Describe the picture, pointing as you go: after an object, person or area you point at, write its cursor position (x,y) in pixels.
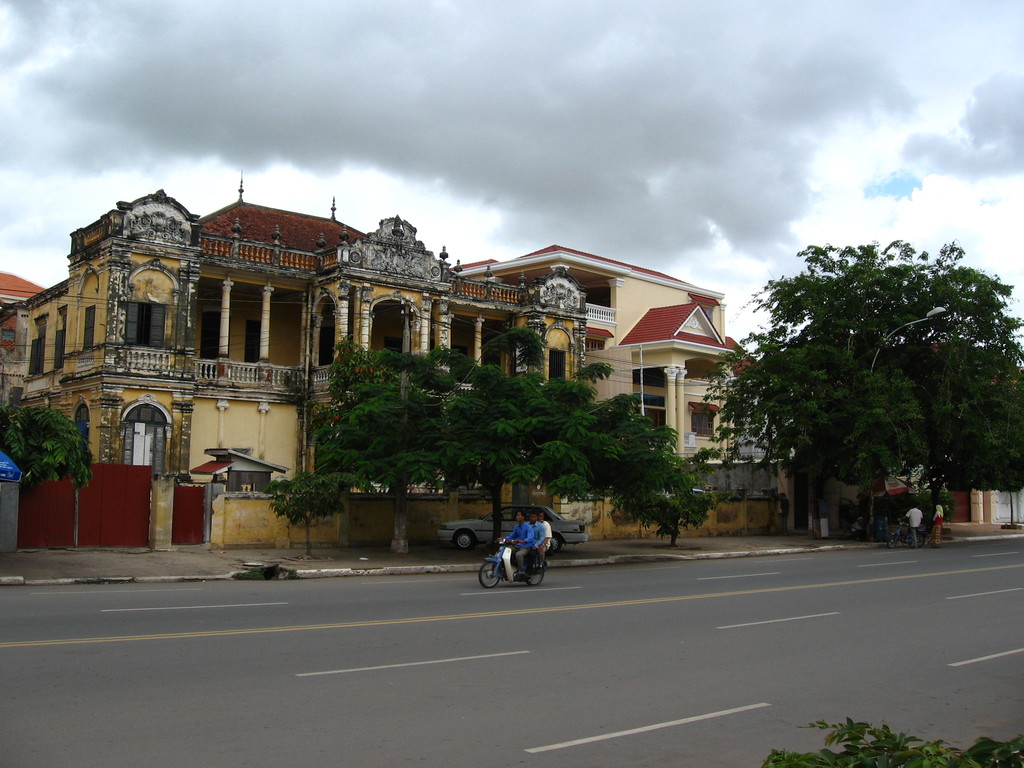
In this picture we can observe three persons (525,550) on the bike (501,568). The bike (507,552) is on the road (441,612). We can observe trees (457,443) and buildings (288,321). In the background (170,55) there is a sky (451,156) with some clouds (482,96).
